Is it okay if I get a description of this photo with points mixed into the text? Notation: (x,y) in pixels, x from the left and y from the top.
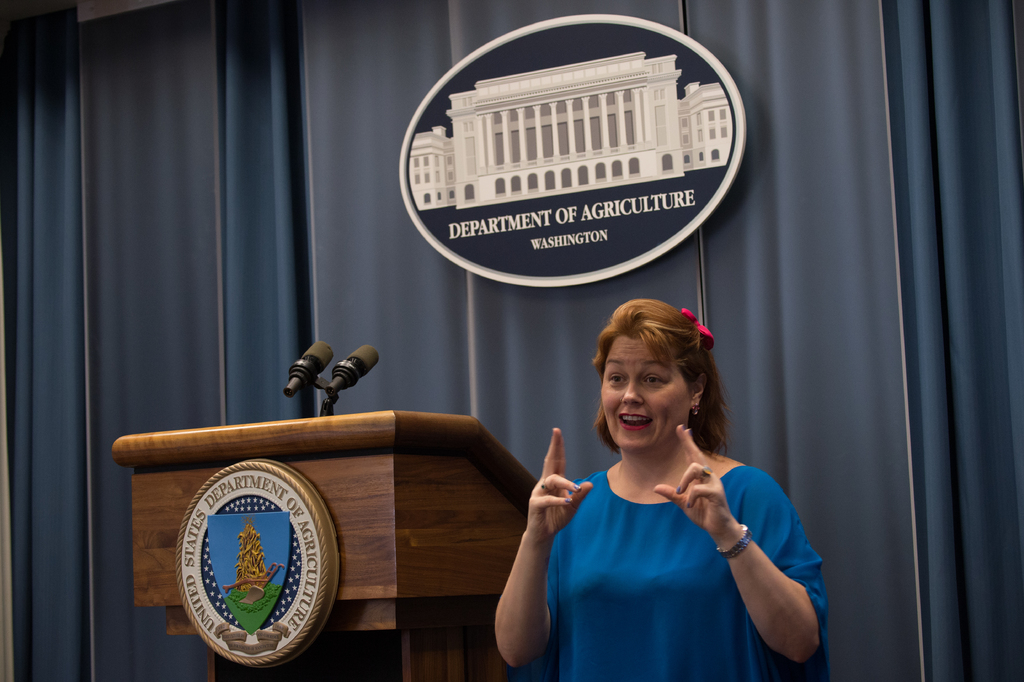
In this picture I can see a woman (680,388) standing and speaking. I can see couple of microphones (327,389) and an emblem (271,505) with some text (198,528) on the podium (343,415) and I can see a board (543,220) in the back (552,206) with some text (525,218) and picture (548,130) of a building (555,105) on it and I can see curtains (859,234).
